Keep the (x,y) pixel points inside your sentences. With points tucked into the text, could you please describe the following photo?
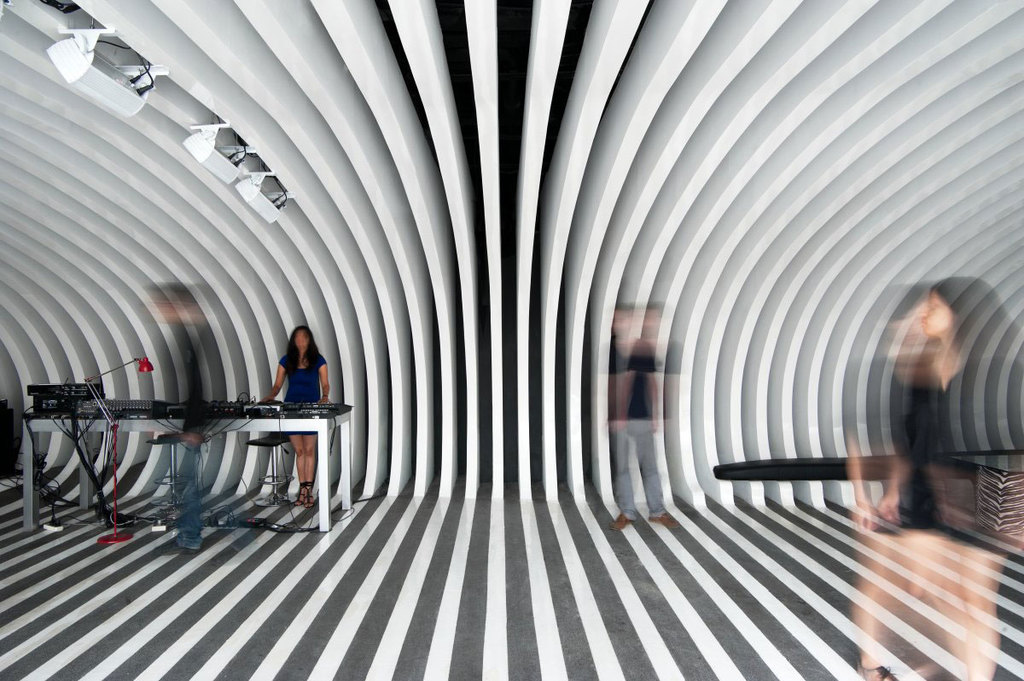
In this picture I can see the white and black surface (406,529) in front (400,614) and on the surface (358,607) I can see 4 persons (956,299) and I see few equipment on the table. On the top of this picture (114,80) I can see 3 white color things (257,210) and I see that this image is a bit blurry.
